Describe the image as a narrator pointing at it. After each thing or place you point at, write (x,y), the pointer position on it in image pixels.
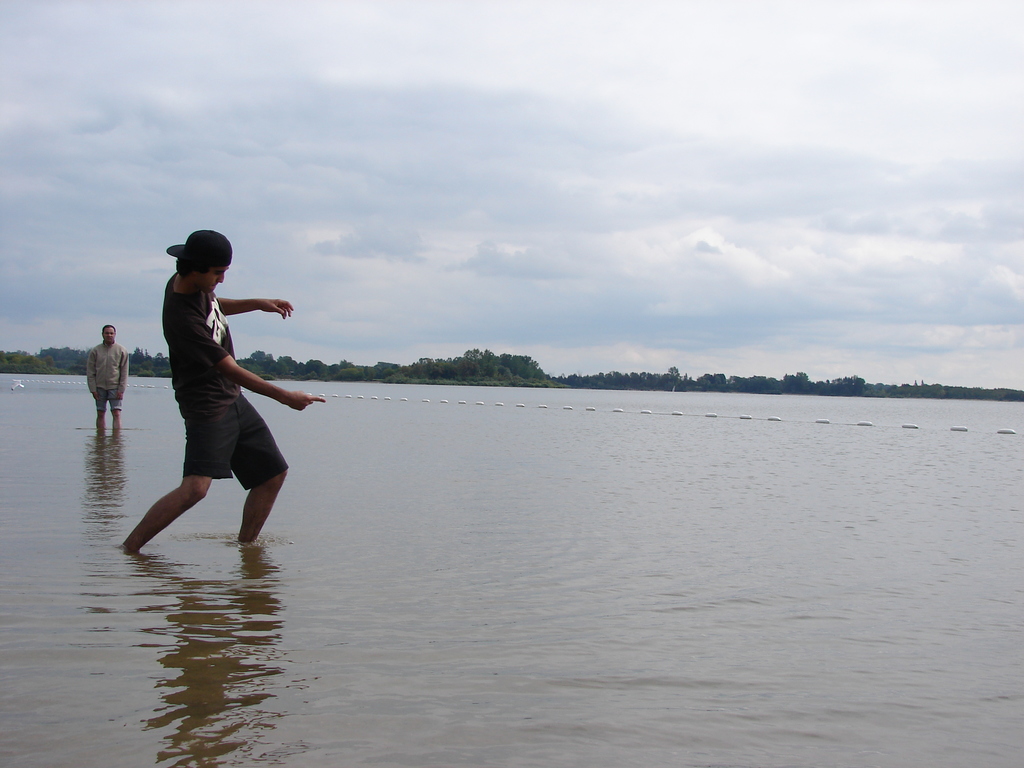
In this picture we can see there are two people (115,355) standing in the water (141,383) and behind the people (104,385) there are trees (696,383) and a cloudy sky (522,160).
